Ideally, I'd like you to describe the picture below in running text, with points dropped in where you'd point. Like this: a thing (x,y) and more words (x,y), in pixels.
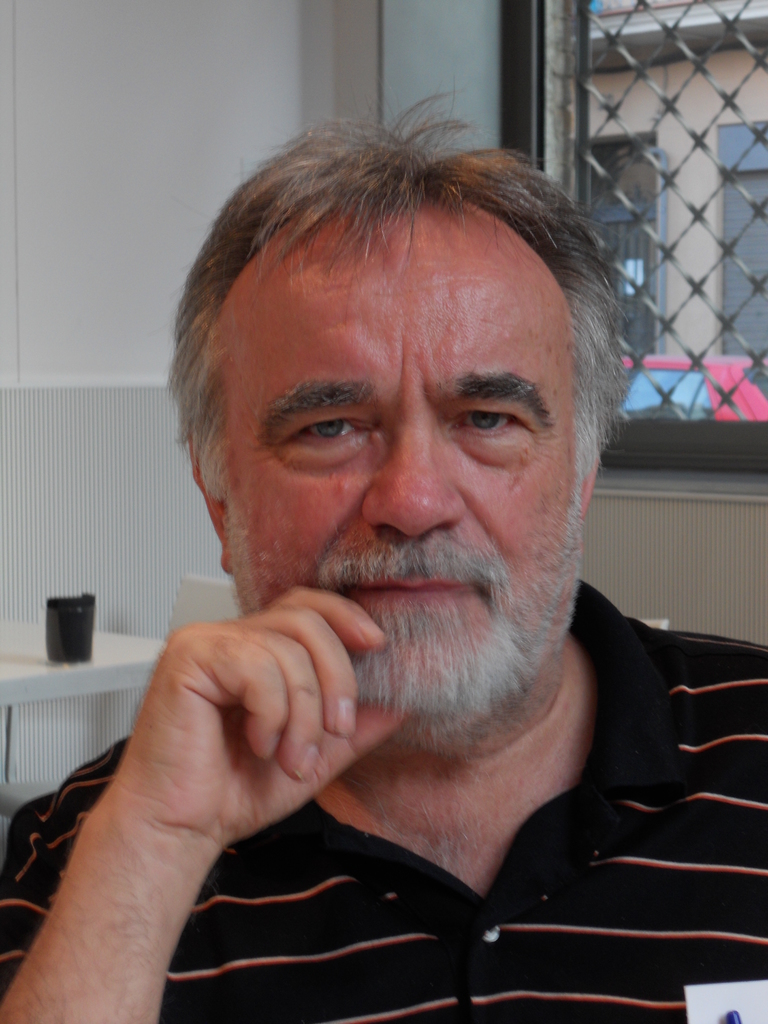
The man (484,730) in the front of the picture (435,775) wearing black T-shirt (241,867) is sitting on the chair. Beside him, we see a chair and a table (26,667) on which cup (75,612) is placed. Behind that, we see a white wall (133,303) and a window (600,161) from which we can see a red car (683,360) and a building (662,312). This picture is clicked inside the room (22,535).
